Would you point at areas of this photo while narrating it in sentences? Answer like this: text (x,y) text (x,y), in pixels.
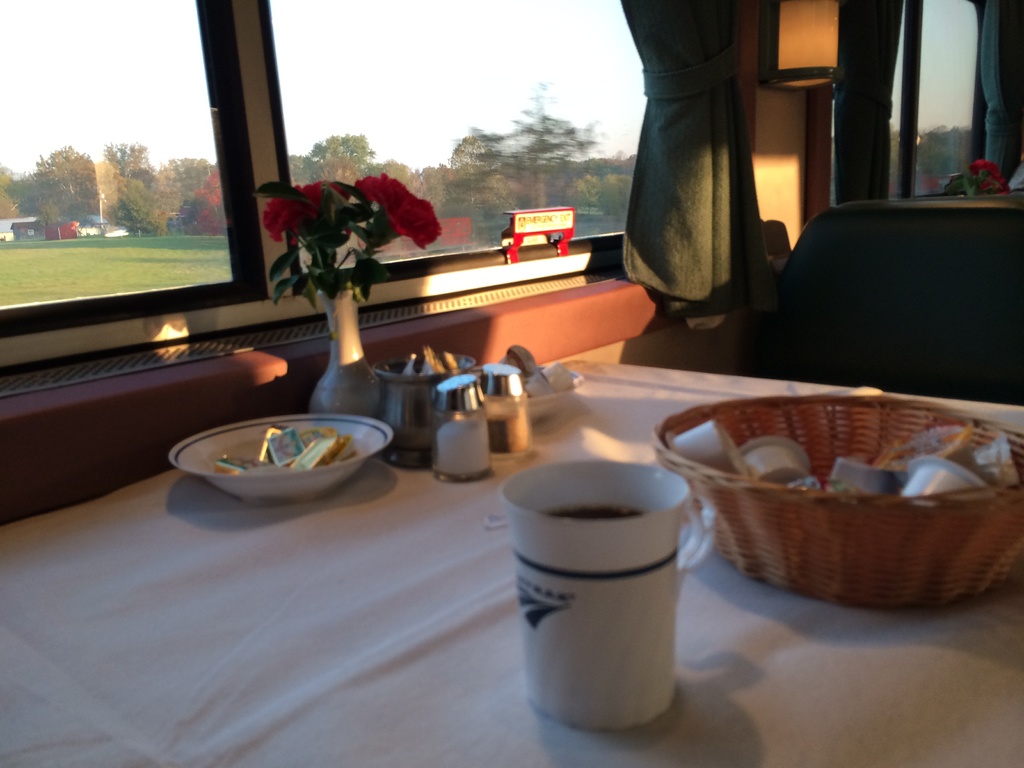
In this image on the background (474,59) there is sky (484,80) and some trees (88,161) and a glass window (545,162) is there and in the foreground (667,433) there is one table (357,678) on the table (871,687) there is one basket (868,501), cup (575,658), bowl (352,447), salt (442,416) and pepper (512,400) and one flower pot (336,377) is there on the table (328,563). Beside the table (595,386) there is one chair (853,299) and on the top of the right corner (933,62) there are some curtains (891,32) and one window (936,90) is there.
